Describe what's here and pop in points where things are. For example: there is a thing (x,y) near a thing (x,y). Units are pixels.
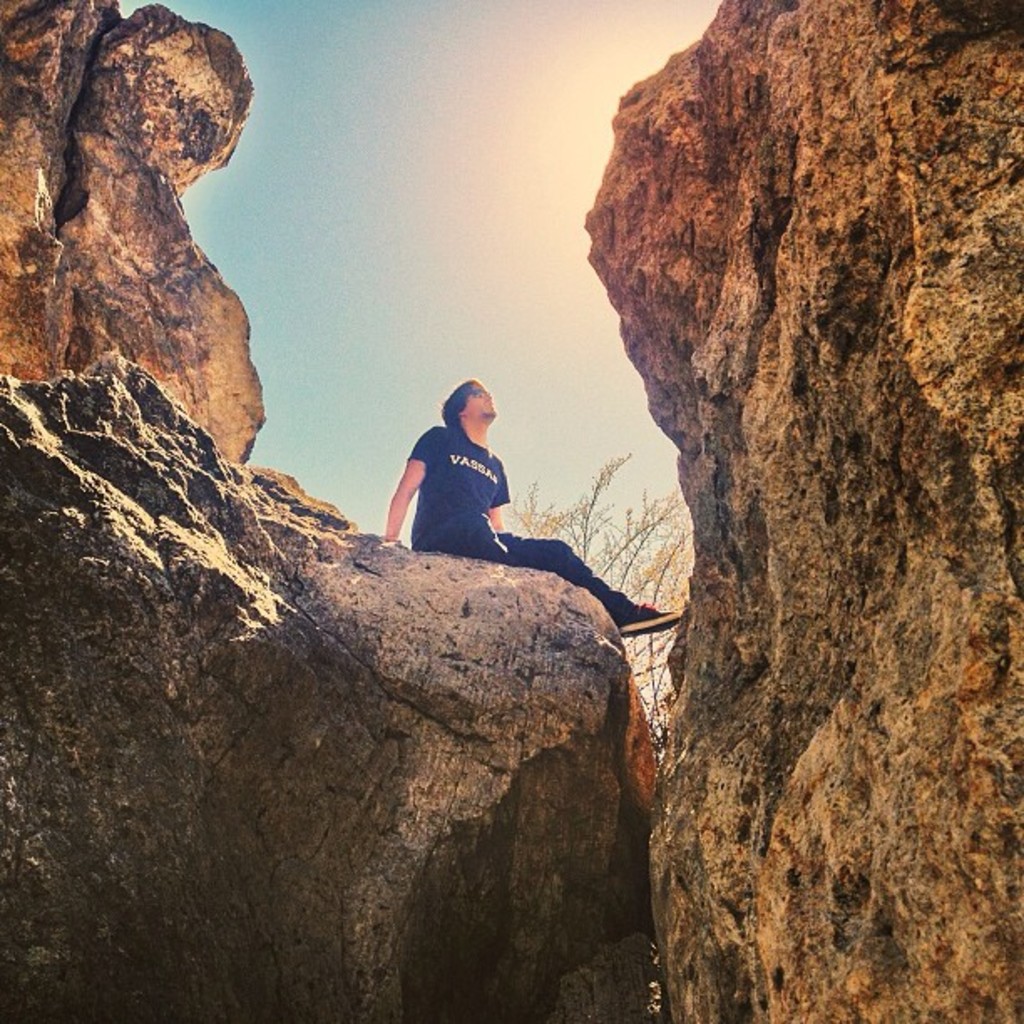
In this picture I can observe a person (417,547) sitting on the rock (336,656). On either sides of the picture I can observe hills (748,186). In the background (480,198) there is sky (332,168).
